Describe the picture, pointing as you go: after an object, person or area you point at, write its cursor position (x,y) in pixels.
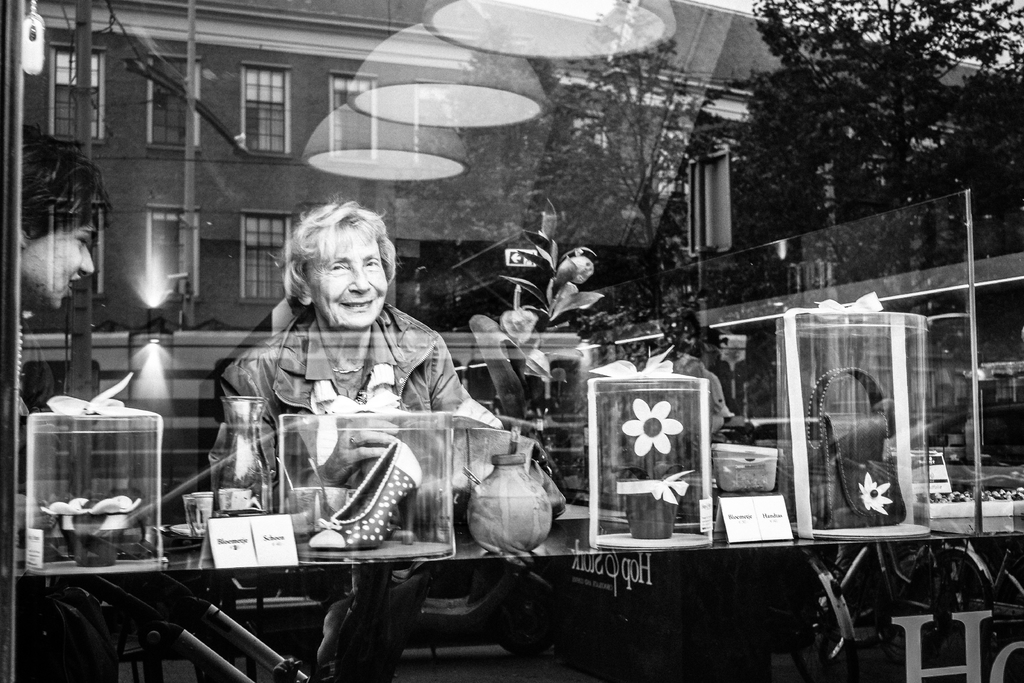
This image is clicked from behind a glass (891,260). On the other side of the glass (878,190) there is a woman (348,329). In front of her there is a table (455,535). On the table (937,520) there are boards (724,515), a bag (849,445), a flower pot (660,491), a heel (392,505) and a few objects (596,461). On the reflection (427,199) of the glass (681,171) there is a building (230,73). In front of the building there are trees (651,257). At the top (520,66) there are lights (532,21) hanging to the ceiling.
